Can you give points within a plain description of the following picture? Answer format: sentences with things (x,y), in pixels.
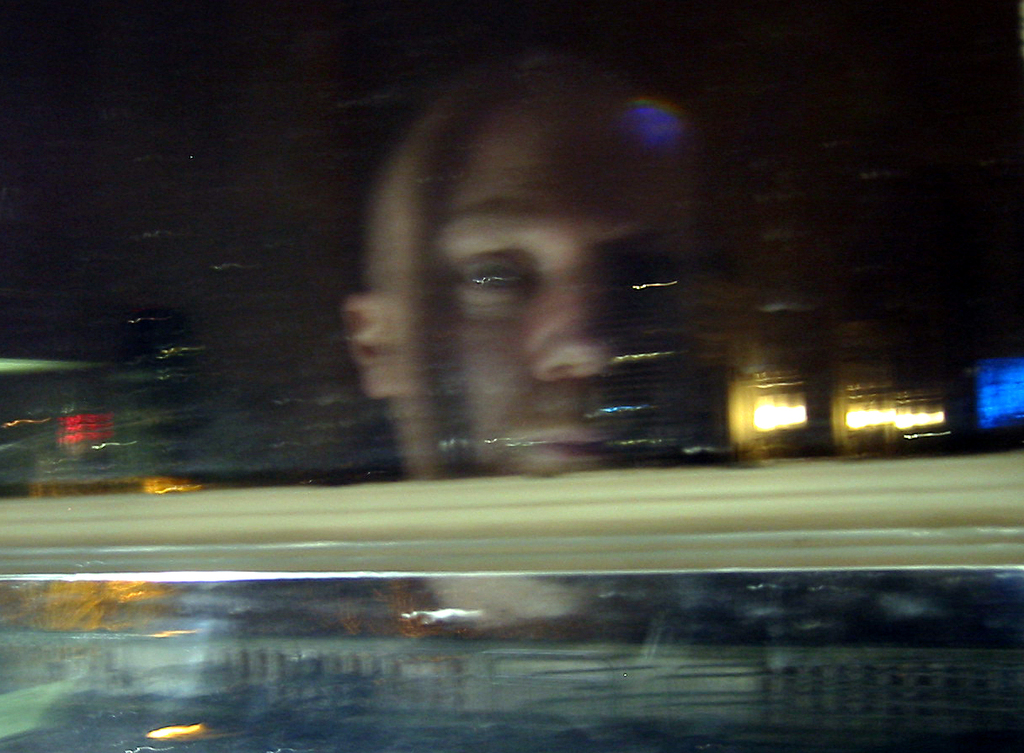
In this picture there is a guy (596,288) behind the glass (759,710) and the background (10,309) area is blurred.
